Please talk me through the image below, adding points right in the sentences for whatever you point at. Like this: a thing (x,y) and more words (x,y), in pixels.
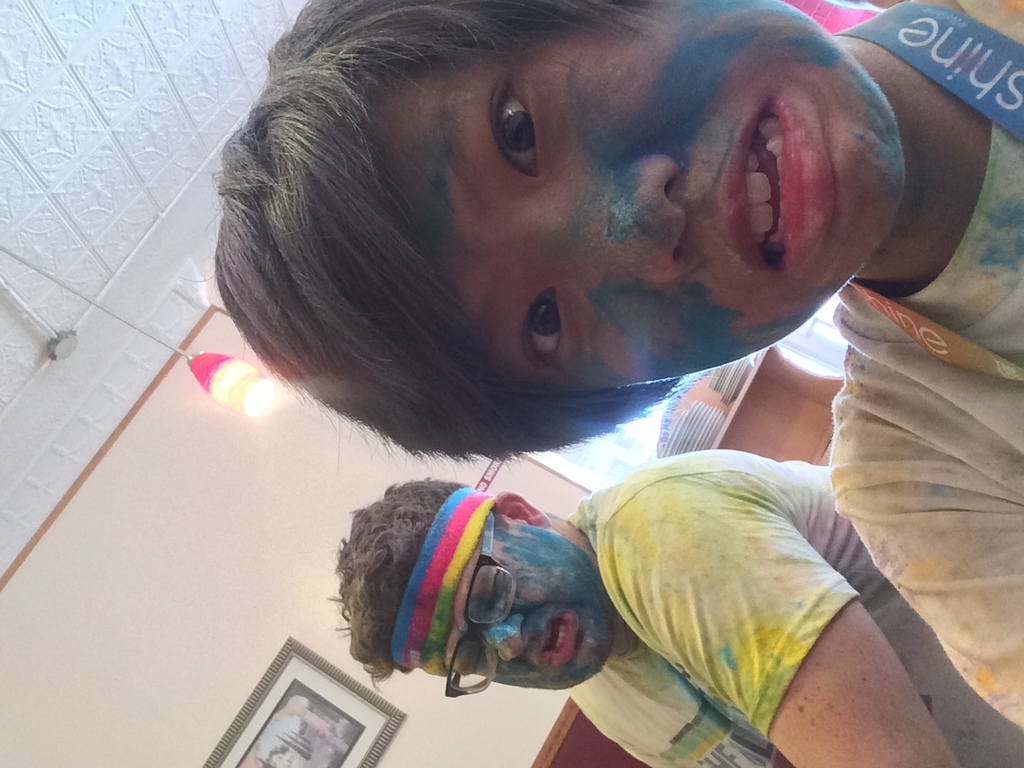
In this image we can see two persons (814,233). One person (814,233) is wearing a tag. Another person (594,589) is wearing specs (488,599) and a headband (441,578). In the back (191,589) there is a wall (191,589) with photo frame (305,706). Also there is a light (219,376). And there is a wooden platform (746,430). On that there are plates (693,411).
